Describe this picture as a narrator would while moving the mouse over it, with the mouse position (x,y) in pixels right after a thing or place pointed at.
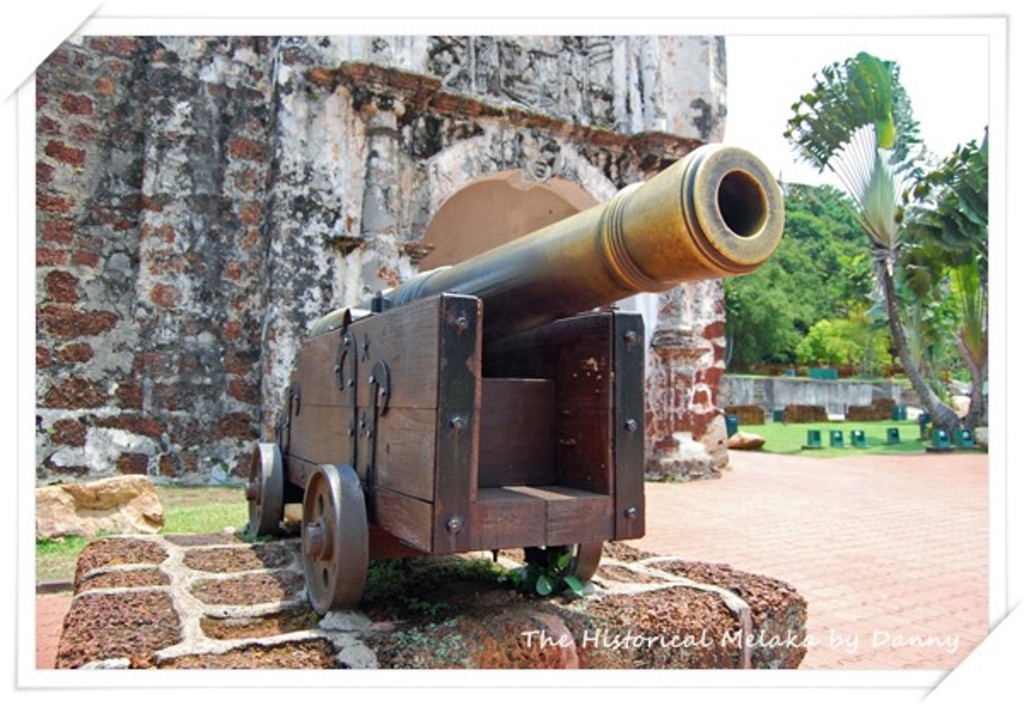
In this picture we can see a cannon (461,539) on the platform (454,572) and in the background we can see the wall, trees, sky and few objects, in the bottom right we can see some text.
